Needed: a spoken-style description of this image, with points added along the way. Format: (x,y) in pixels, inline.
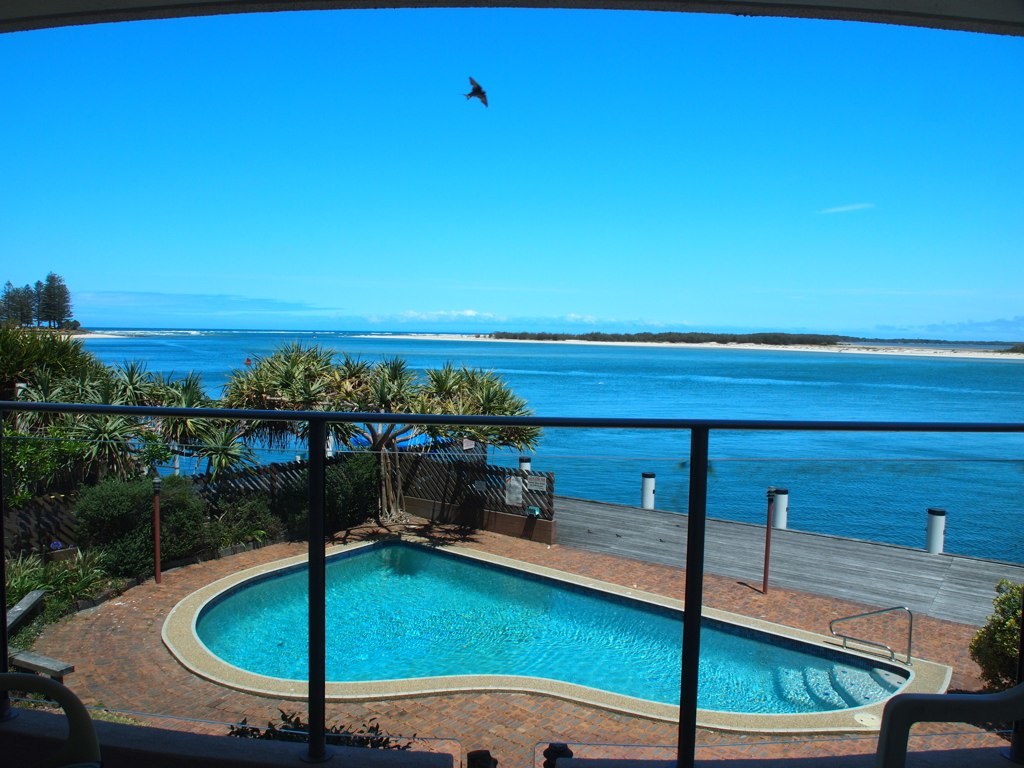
In this image there is a swimming pool (415,550), beside that there is a fence (406,452), trees (424,427), water (610,469) and also there is a bird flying in the sky (599,73).
